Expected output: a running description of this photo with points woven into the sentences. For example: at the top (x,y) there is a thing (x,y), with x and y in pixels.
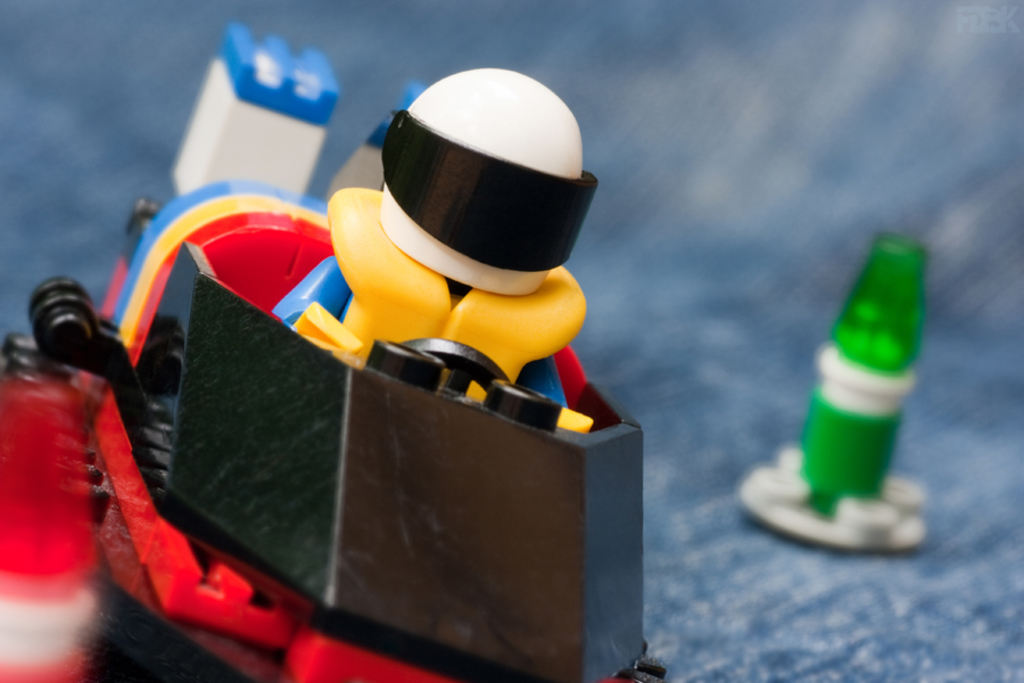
In this image we can see a toy vehicle (186,382) which is in different colors like yellow, blue, red, white and black and on right side of the image (831,348) there is another toy (895,331).
